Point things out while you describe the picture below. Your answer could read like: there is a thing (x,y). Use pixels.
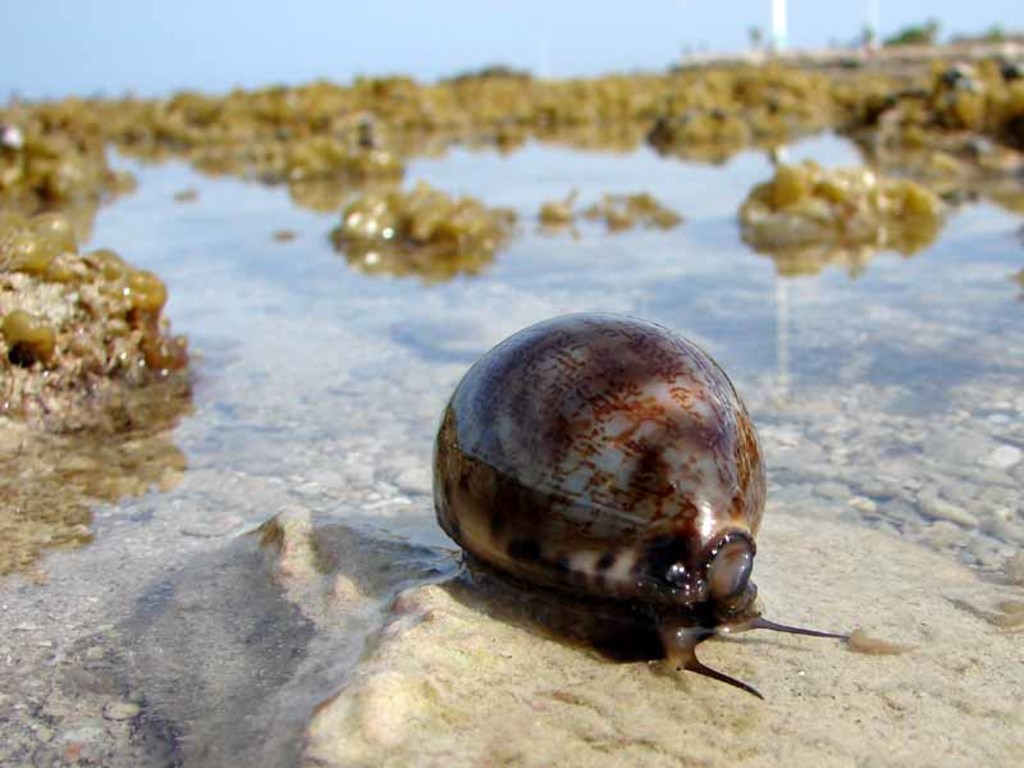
In this image we can see a snail (550,617) on a rock (831,619) at the edge of water (516,287), in the background of the image (464,369) there are rocks (407,220) and water (323,246).
